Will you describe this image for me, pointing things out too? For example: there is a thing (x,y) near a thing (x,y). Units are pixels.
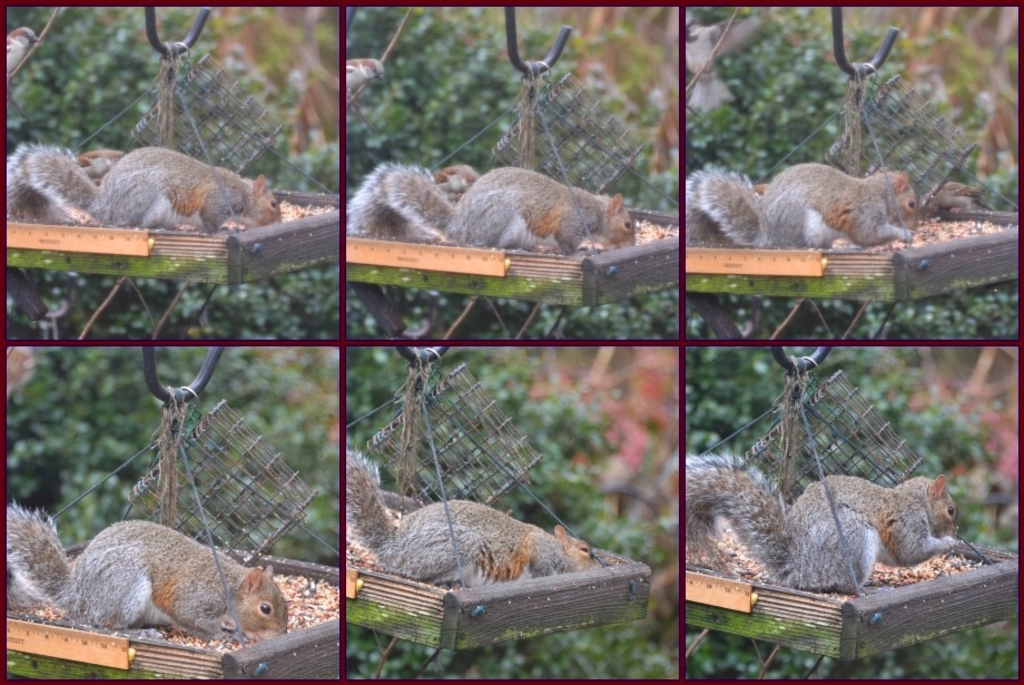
In this picture I can see there are different images of squirrel (756,198) and it is sitting on a wooden frame (856,266) and it is eating something, there is a fence (281,489) and the wooden frame (265,232) is attached to a hook (166,50) and in the backdrop (556,411) there are trees (334,80).
